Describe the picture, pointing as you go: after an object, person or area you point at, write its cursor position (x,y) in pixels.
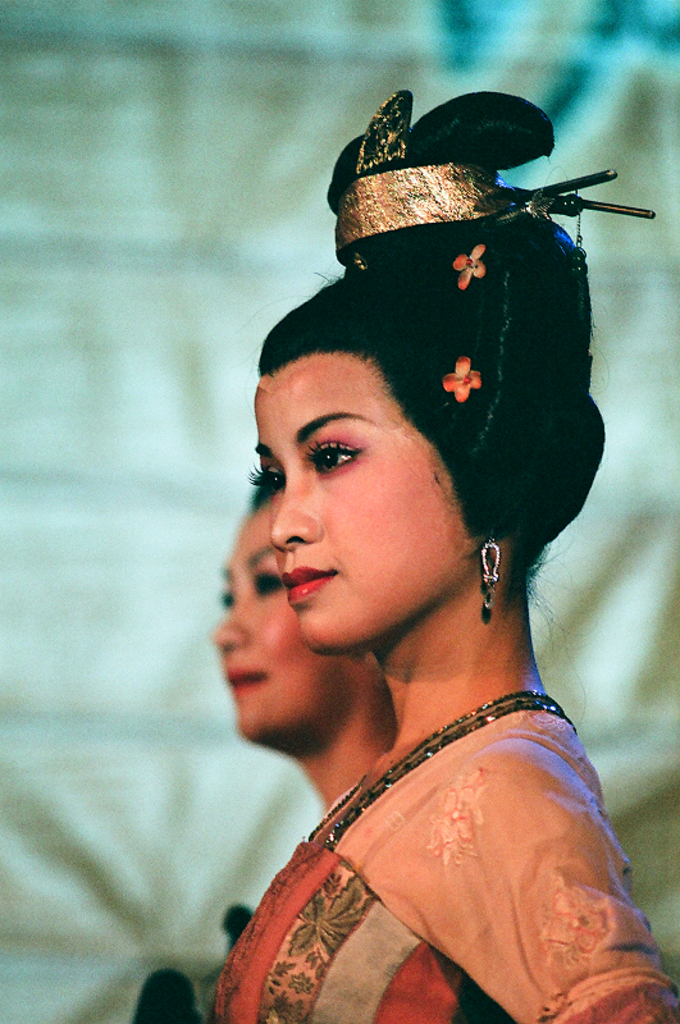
In the center of the image (300,488) we can see two ladies (372,661) are standing. In the background of the image (531,595) we can see a cloth (44,370).
